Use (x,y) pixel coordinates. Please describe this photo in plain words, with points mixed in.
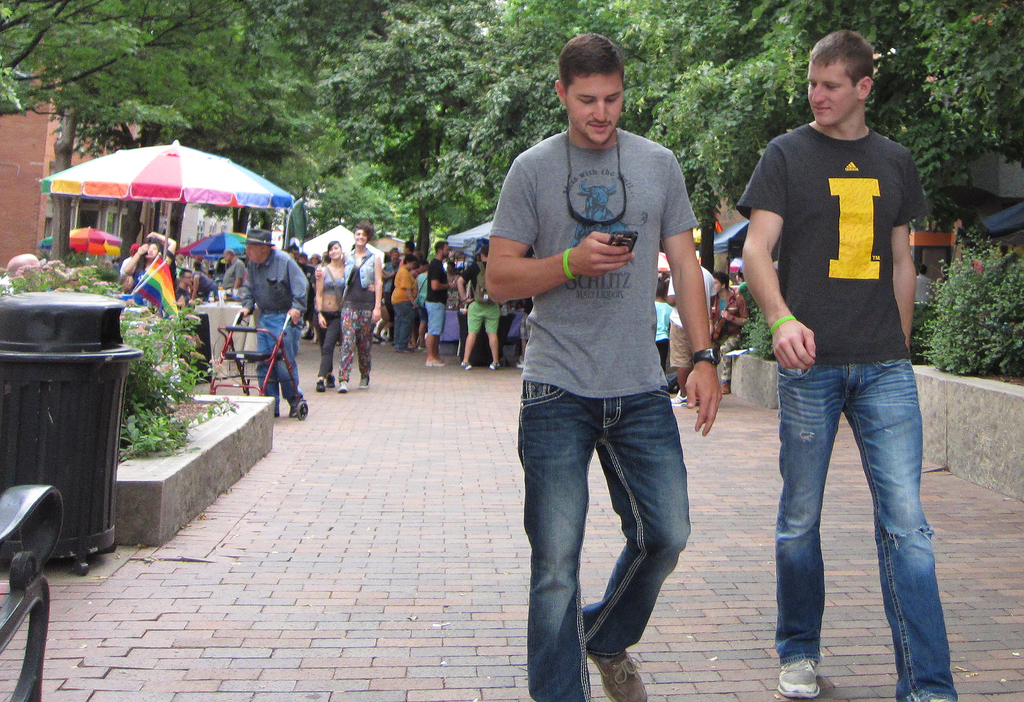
In this image I can see a crowd (294,404) on the road (476,473), dustbin (97,473), chairs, umbrella huts (281,192) and plants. In the background (972,46) I can see trees (110,67) and house (42,170). This image is taken during a day may be in the park (459,490).
